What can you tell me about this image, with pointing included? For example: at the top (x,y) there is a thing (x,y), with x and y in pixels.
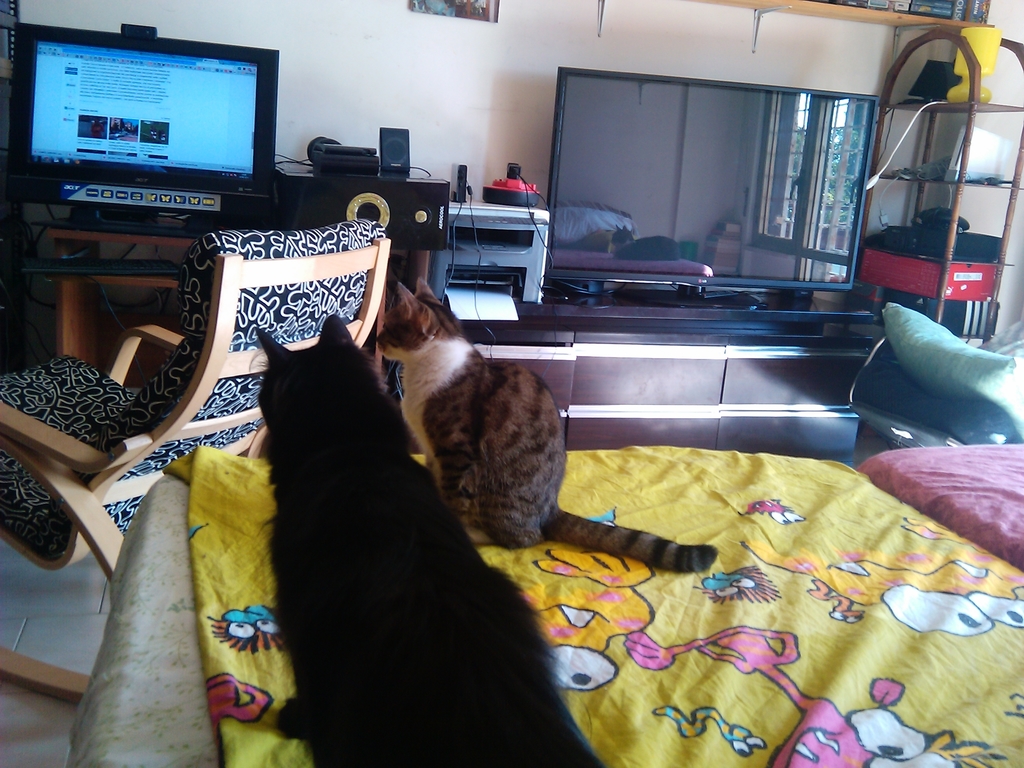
In this image there is a bed (275,649) towards the bottom of the image (598,604), there are blankets (806,495), there is a pillow (934,372), there are two cats (398,497), there is a chair (235,263), there are tables (418,268), there is a monitor (139,103) towards the left of the image (116,97), there is a keyboard (147,267), there is a television (690,195), there is a printer (524,221), there are papers (499,296), there is a shelf (905,57) towards the right of the image (927,265), there are objects (951,176) in the shelves (956,110), at the background of the image (938,135) there is a wall (474,69), there is a photo frame (475,8) towards the top of the image (461,11).
